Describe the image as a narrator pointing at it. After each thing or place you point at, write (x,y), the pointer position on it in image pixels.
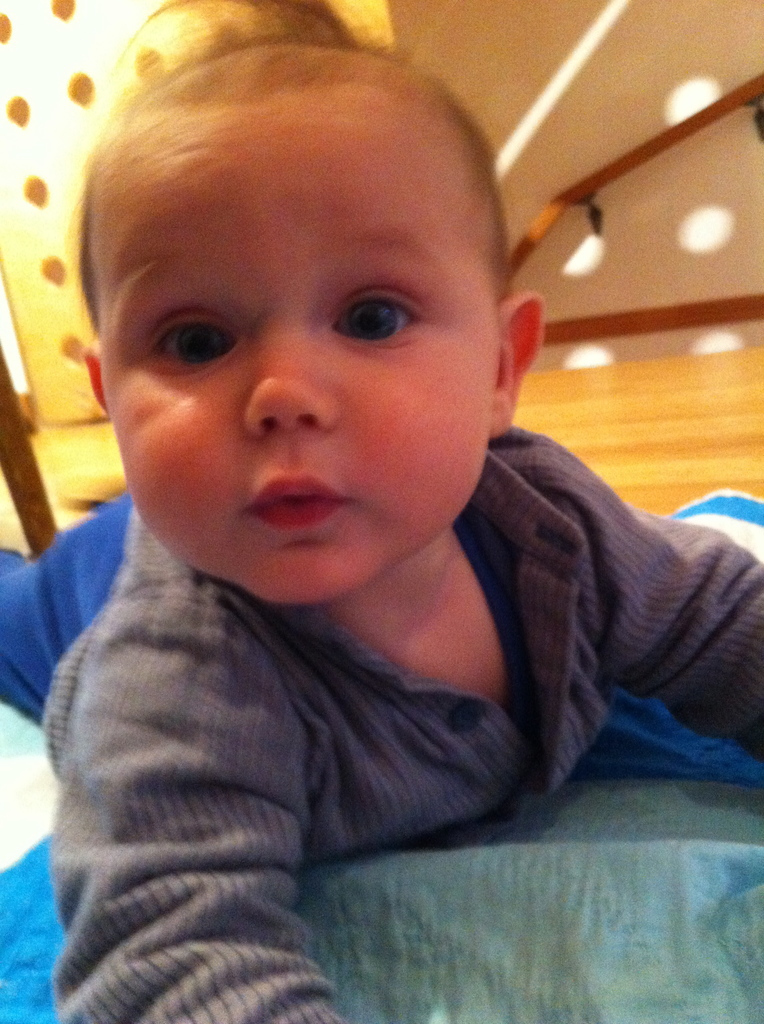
In the center of the image (466,623) we can see a kid (306,333) is lying on the floor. At the bottom of the image (440,908) we can see a cloth (423,947). At the top of the image (3,81) we can see the wall (718,55), object (28,275).
